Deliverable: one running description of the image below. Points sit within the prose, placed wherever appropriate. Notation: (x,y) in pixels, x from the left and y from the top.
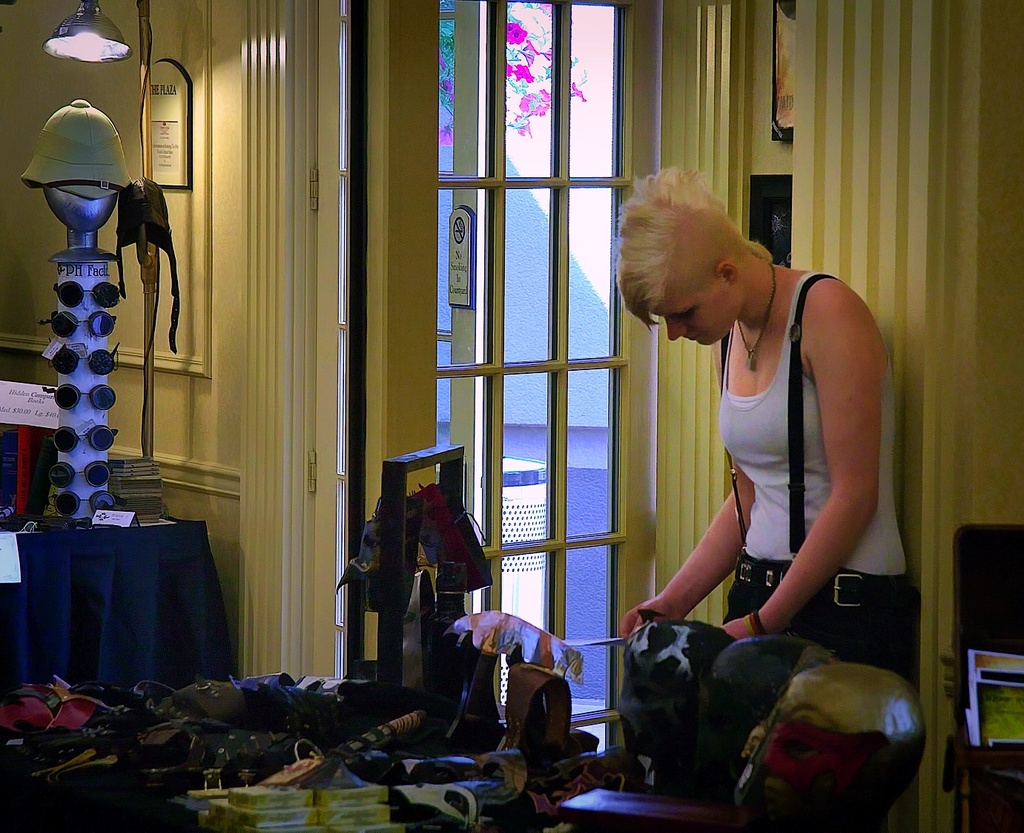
On the right side (854,451) a beautiful woman (852,463) is leaning to the wall (918,325), she wore white color top (813,489) and black color trouser (795,634). In the middle (590,310) there is a glass wall (528,396), on the left side (64,361) there are goggles (102,396) on to the stand (91,455). At the top (102,48) there is a light (85,54).
